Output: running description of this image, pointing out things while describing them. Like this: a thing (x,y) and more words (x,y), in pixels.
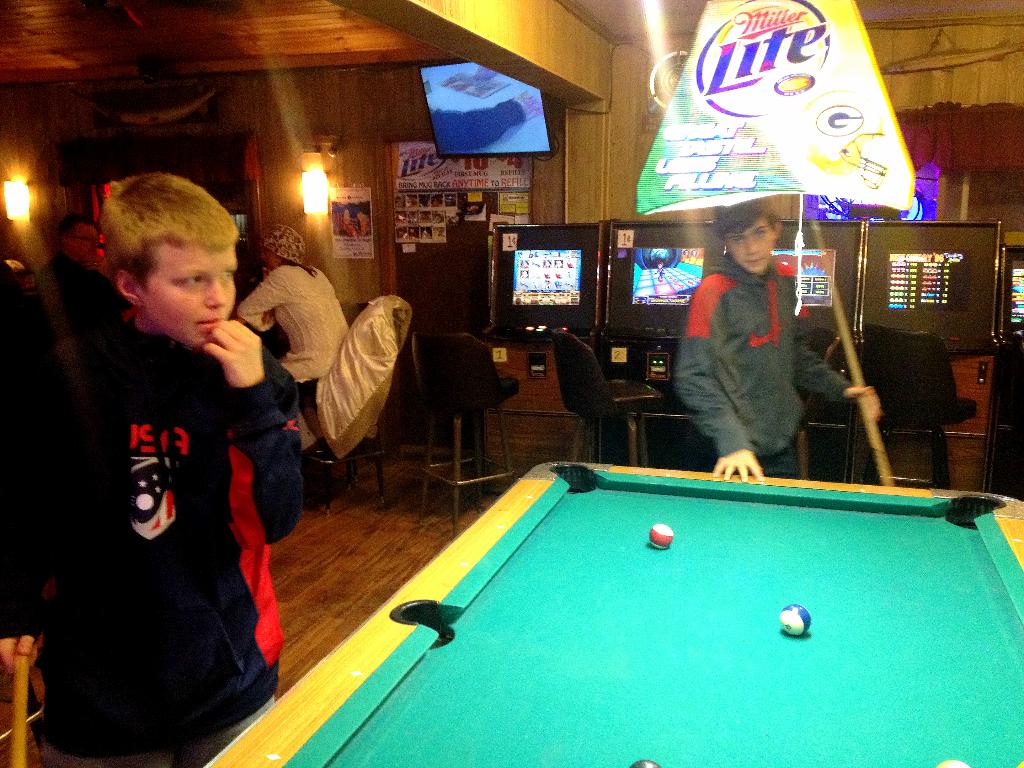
This picture is taken in the gaming zone (566,344). In the center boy (758,337) is standing holding a stick (854,373) in his hand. At the left side (180,493) the boy (166,506) is standing and holding a stick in his hand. In the background (318,289) there are two person (315,292) sitting. There are four monitors (664,282), on the top (495,136) there is one screen (484,99), one banner (763,105) with the name Miller light. On the left side (25,204) there are two lights (19,200) hanging on the wall (269,198). In the center (539,504) there is a snooker table (717,638) with balls (793,611) on it.
